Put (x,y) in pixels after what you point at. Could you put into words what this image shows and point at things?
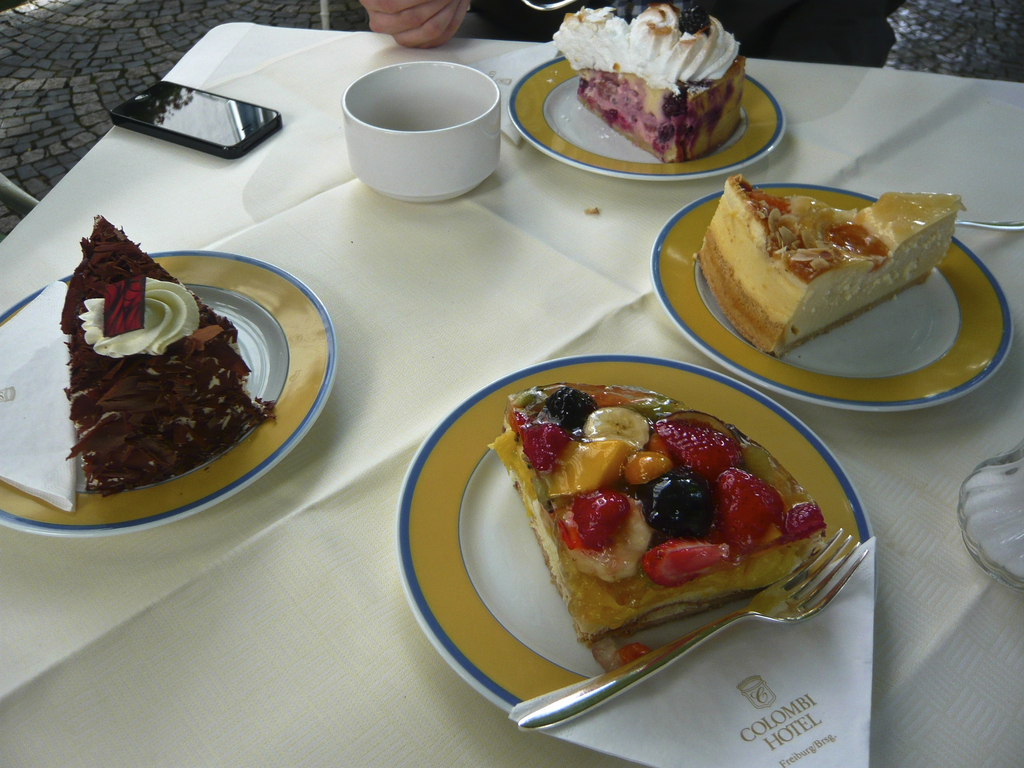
In this image we can see a mobile phone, a bowl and a glass product (992,514) in the table (282,128). There are four plates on a table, on which a piece of cake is placed on the individual plate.
